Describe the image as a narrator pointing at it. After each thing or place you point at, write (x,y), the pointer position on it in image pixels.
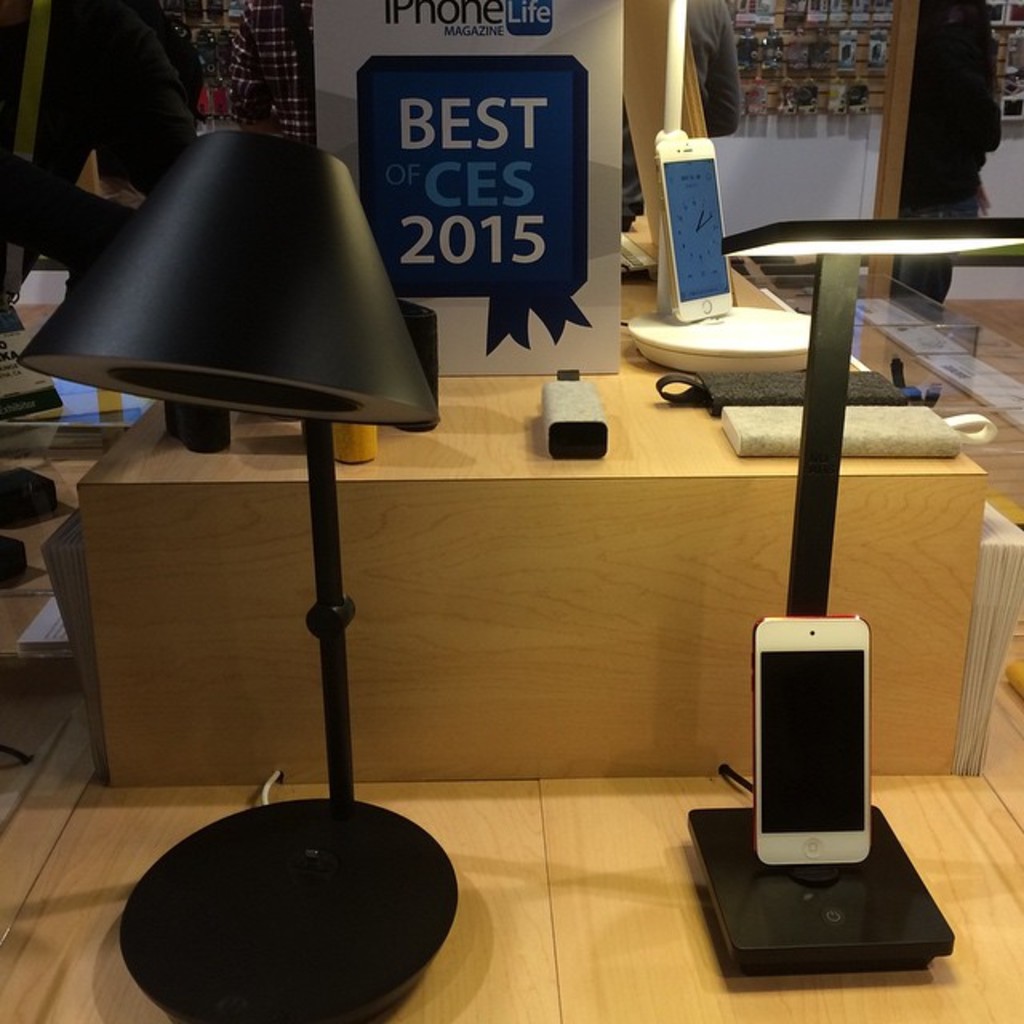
In this image we can see mobiles (780,734) on the stands (820,905), objects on the platform (964,898), few persons (939,95), light (223,349), hoarding (547,151) and in the background (830,45) we can see objects (799,55) are hanging on a board (793,27) on the wall (747,90).
